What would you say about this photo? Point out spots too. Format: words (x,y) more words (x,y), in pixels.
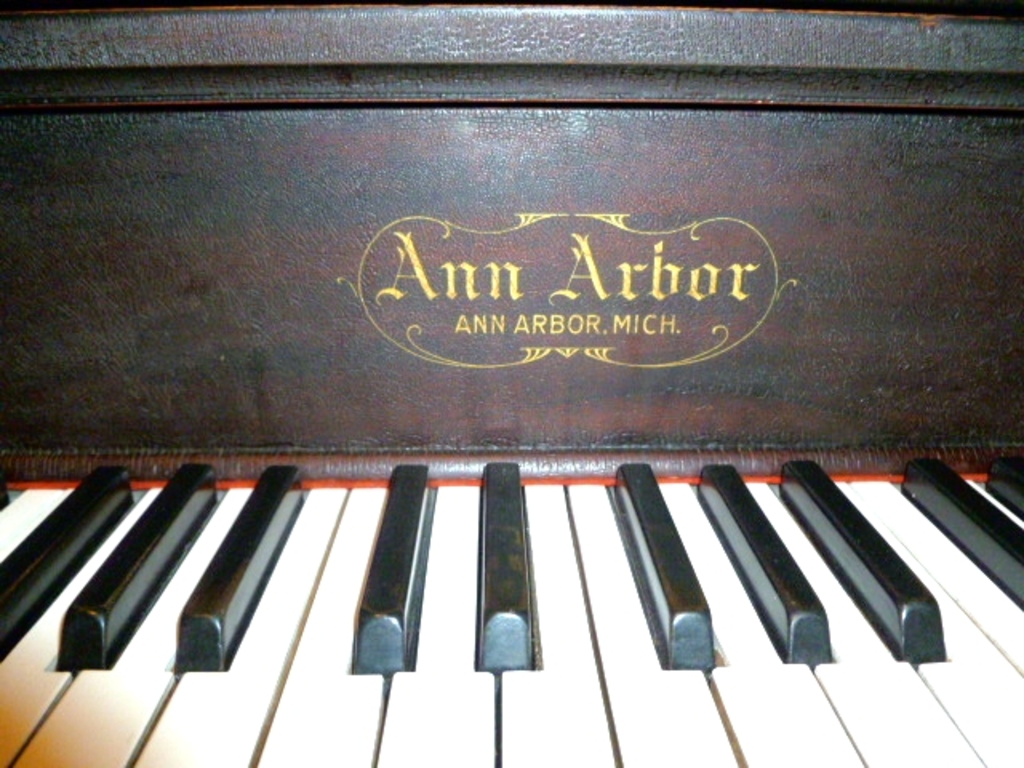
Piano keyboard (720,753) is highlighted in this picture.
